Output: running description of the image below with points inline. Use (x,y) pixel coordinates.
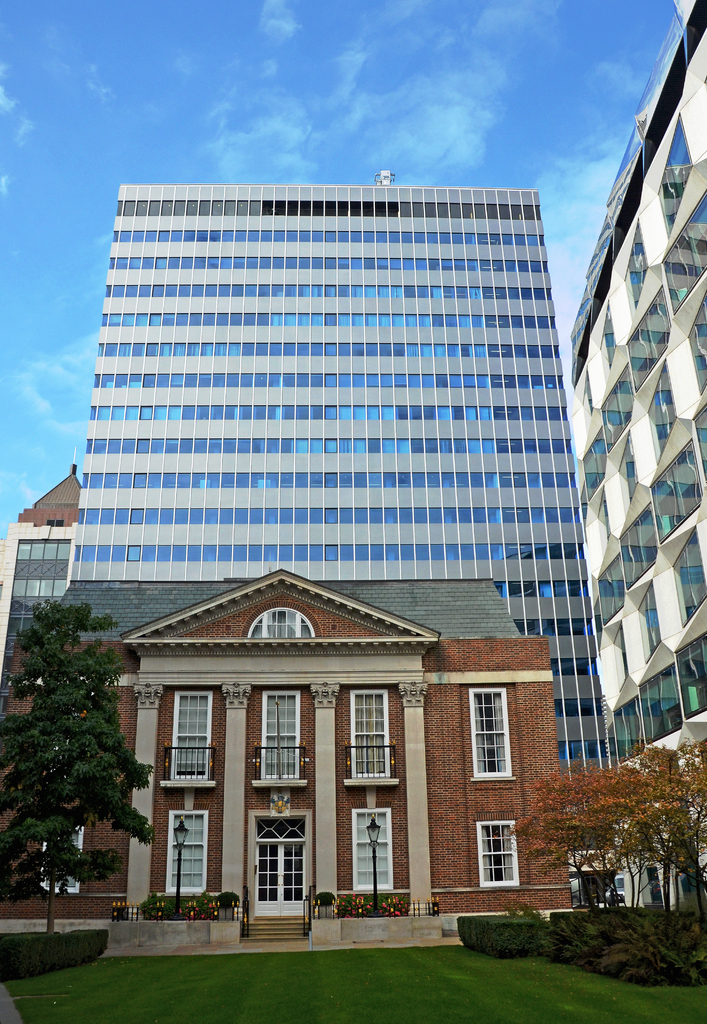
In this image there is a small grass (484,962) and few trees (51,871) in the foreground (368,974). There are some buildings (534,893) in the background (537,880).
